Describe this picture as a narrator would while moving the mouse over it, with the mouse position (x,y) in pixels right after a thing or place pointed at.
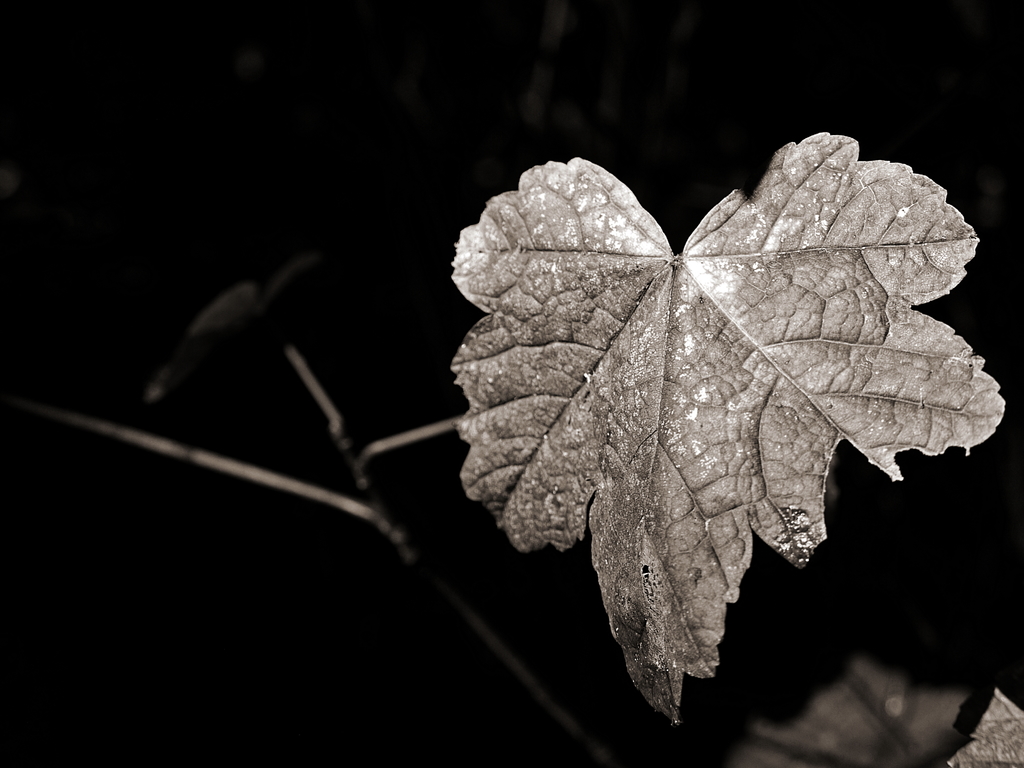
This is a black and white picture. Here we can see a leaf (713,489) and there is a dark background (852,95).
